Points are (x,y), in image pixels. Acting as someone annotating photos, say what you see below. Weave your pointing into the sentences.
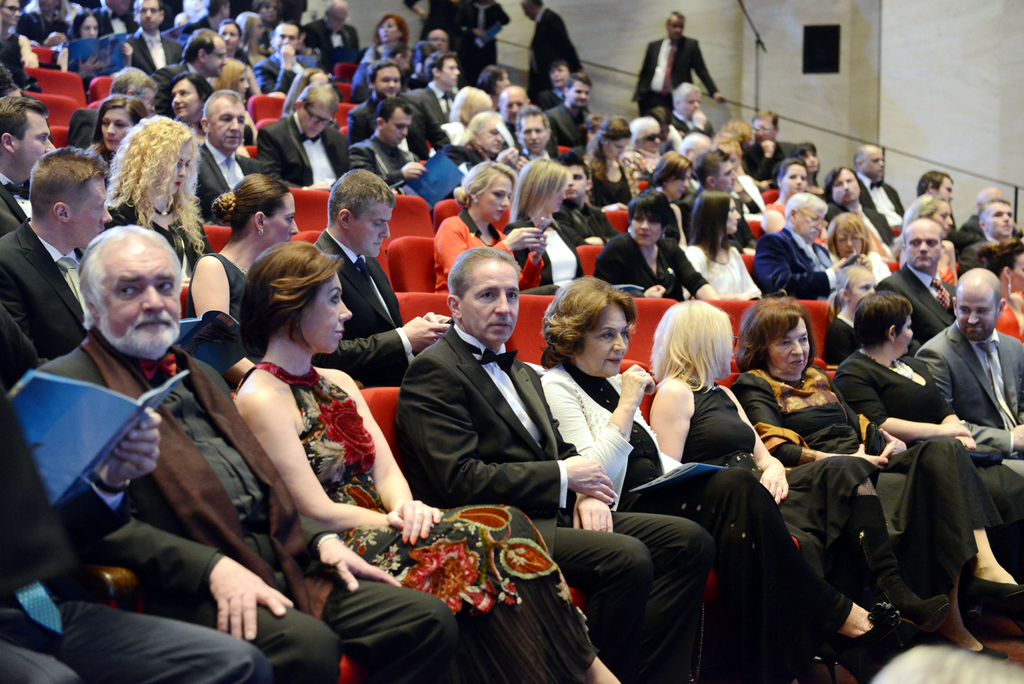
This picture describes about group of people (404,346), few are seated on the chairs (423,302) and few are standing, on the left side of the image (154,477) we can find a person (67,515) and he is holding a book (57,423), in the background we can find few metal rods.
